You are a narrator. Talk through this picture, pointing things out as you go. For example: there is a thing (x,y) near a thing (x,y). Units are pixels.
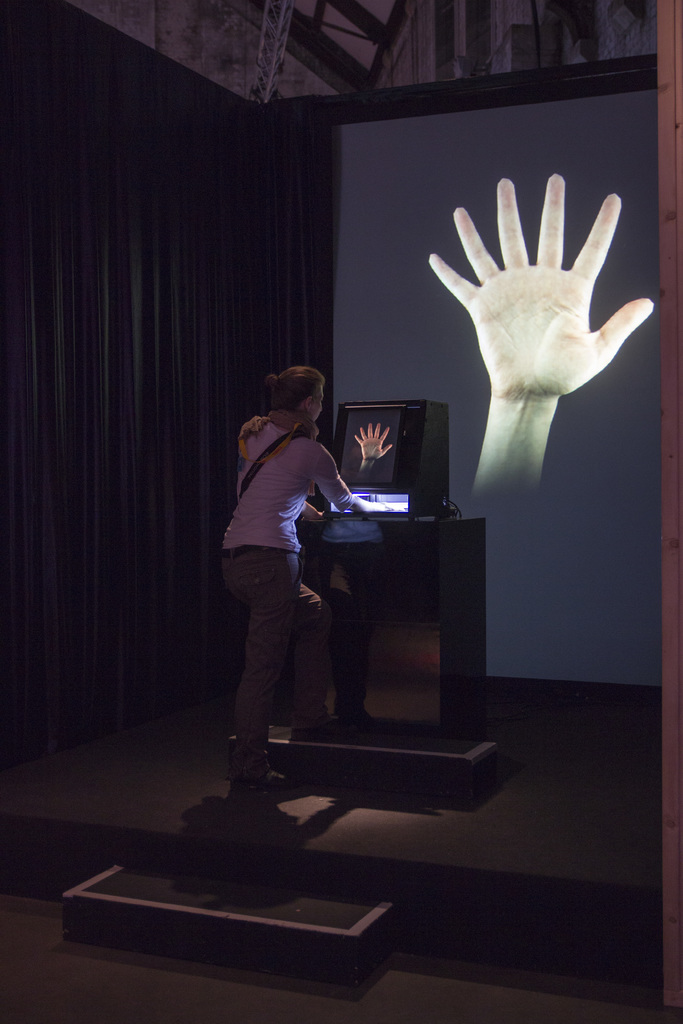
In this image I can see there is a woman (283,468) standing and she placed her hand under a light (359,493), there is a screen (552,202) in front of her and there is a curtain (93,434) at left side (93,434).
